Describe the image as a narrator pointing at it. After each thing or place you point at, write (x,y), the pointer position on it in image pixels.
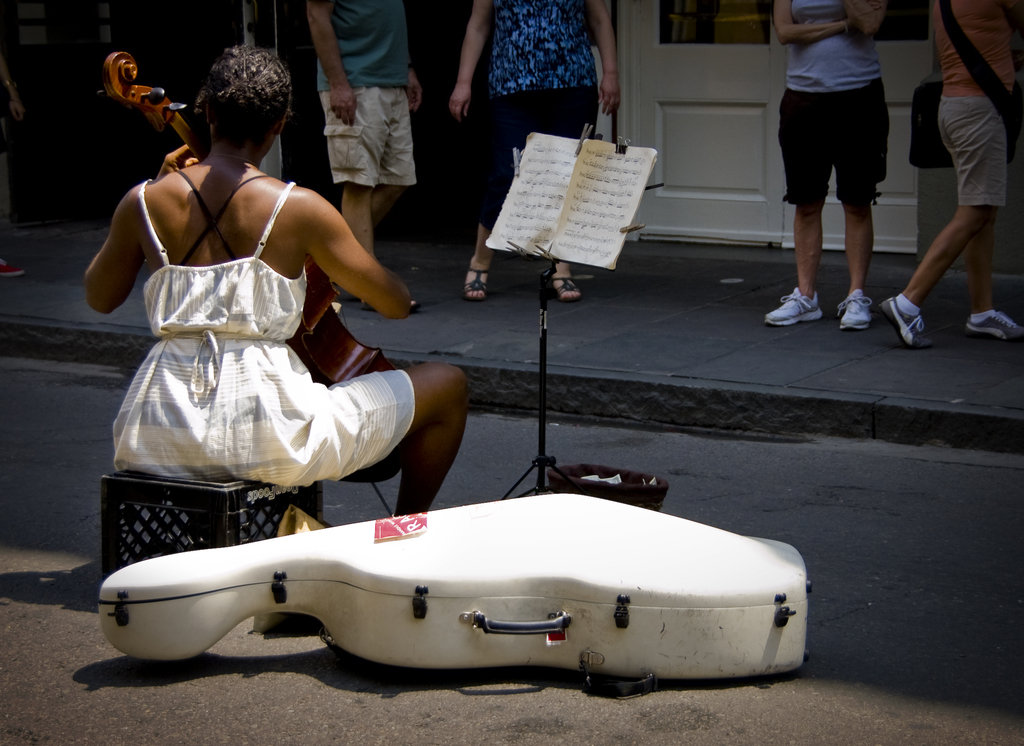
In this image, there are a few people (792,179). Among them, we can see a person (335,274) holding a musical instrument (331,353). We can see the ground (121,708) with some objects (629,612). We can see a stool (233,499). We can see a stand (536,233) with some papers (556,195). We can also see a white colored door (754,173) and a pole (274,16).
